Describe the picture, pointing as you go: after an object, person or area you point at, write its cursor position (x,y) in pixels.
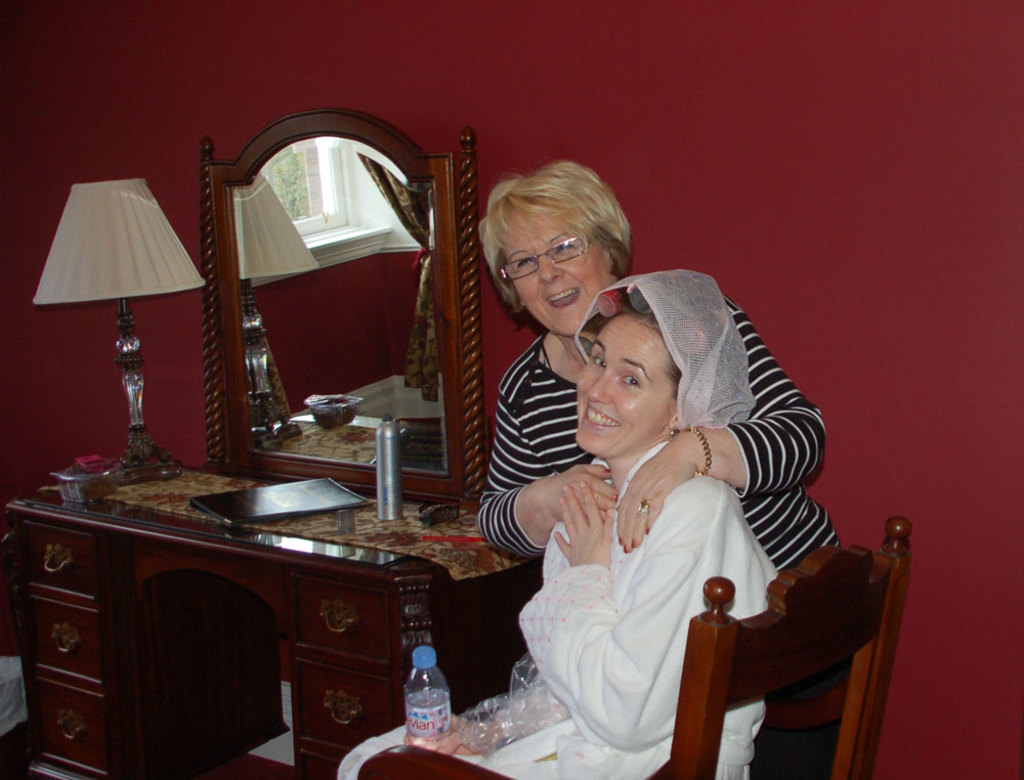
In this picture we can see two woman (651,519), one person (619,658) is seated on the chair (761,643) and one is standing and they both are smiling, the seated woman (583,618) is holding a bottle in her hand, and next to them we can see a mirror (301,358), lamp (141,277) on the table (328,588).
